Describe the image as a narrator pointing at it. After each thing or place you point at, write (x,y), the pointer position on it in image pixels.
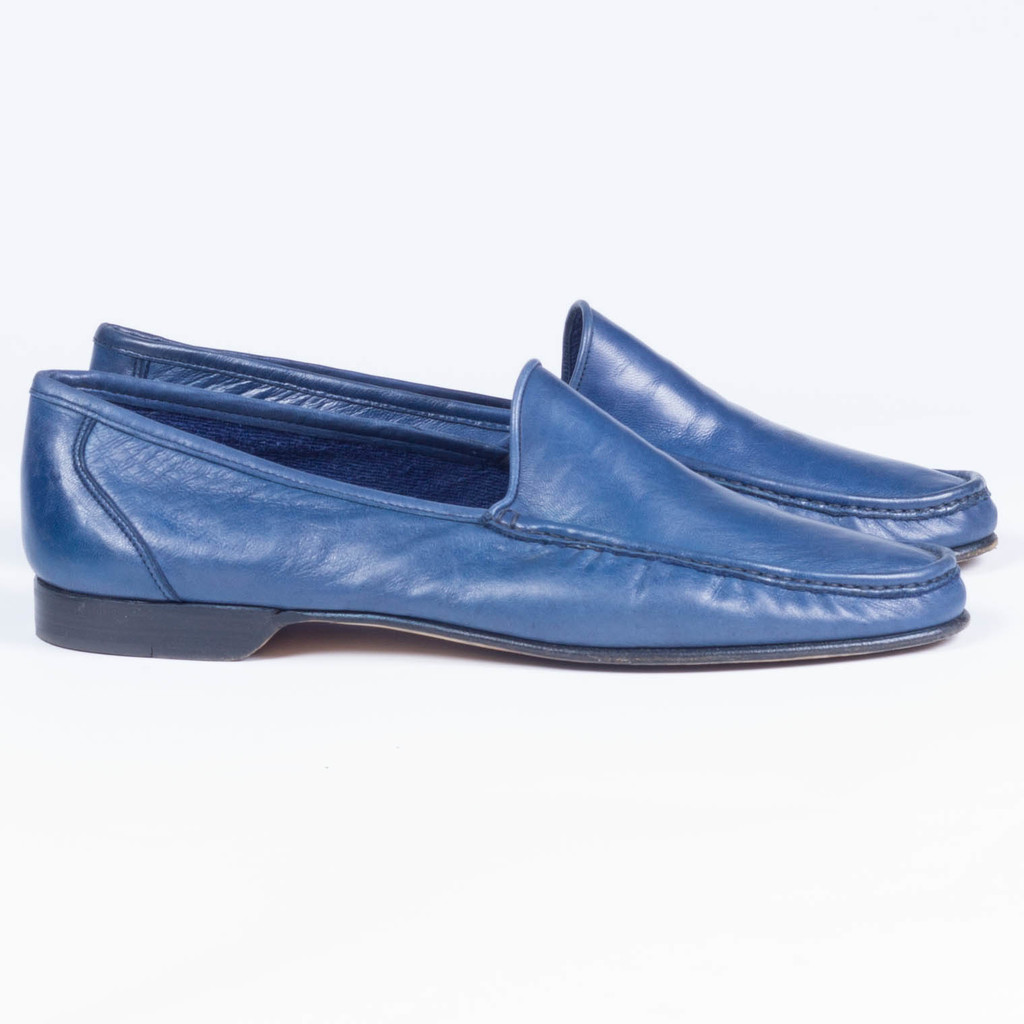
In the picture I can see blue color shoes (440,488). The background of the image (667,330) is white in color.
